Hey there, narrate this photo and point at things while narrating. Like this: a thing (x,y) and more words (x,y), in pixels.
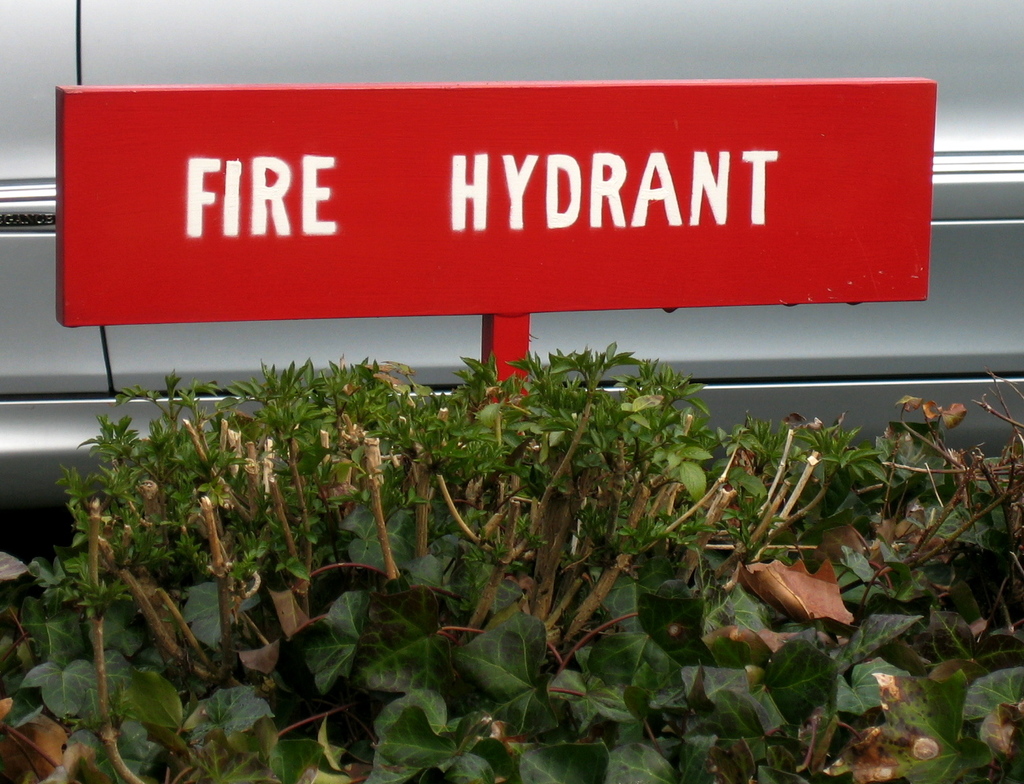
In this picture we can see some plants (588,643) here, there is a red color board (500,288) here, we can read fire hydrant on the board (543,227).
